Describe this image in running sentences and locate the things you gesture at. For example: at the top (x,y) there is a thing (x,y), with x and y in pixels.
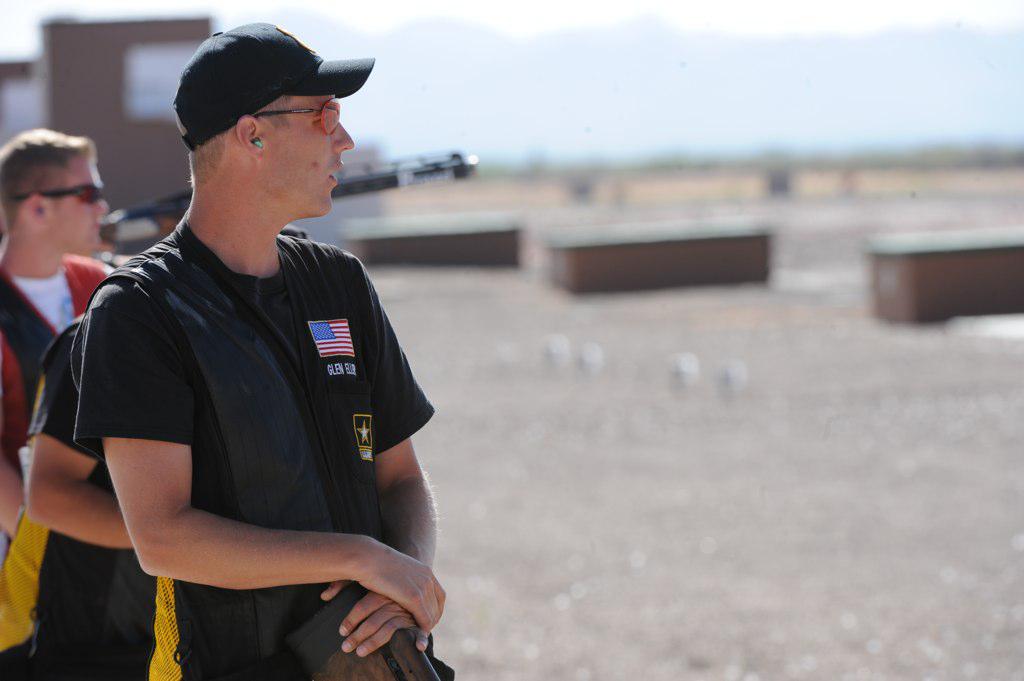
In this image on the left side (154,367) there are persons (151,421) standing and in the center (410,238) there is a house (111,97) and the background (892,150) is blurry.
